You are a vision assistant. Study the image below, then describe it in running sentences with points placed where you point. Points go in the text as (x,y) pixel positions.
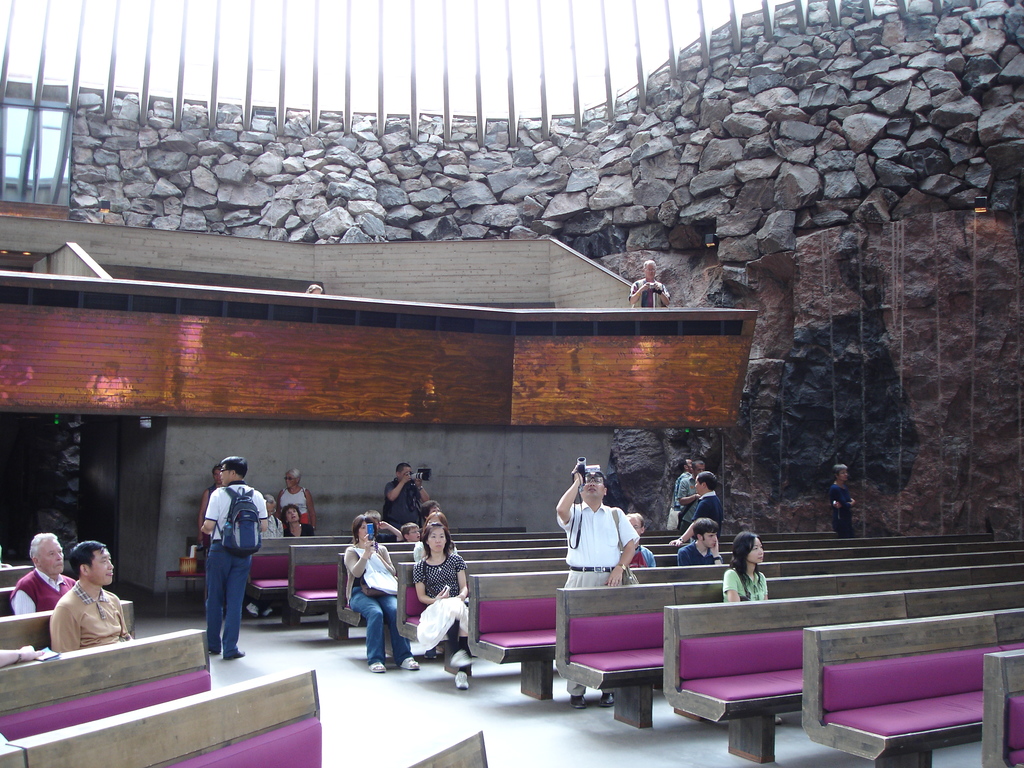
In this image we can see there are a few people (416,572) sitting on the bench (578,638) and holding a phone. And there are a few people (567,500) standing and holding a camera (648,287). At the back (592,291) there is a platform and bridge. And there are iron rods (446,21) arranged in an order. At the top (588,48) there is the sky (590,48).
